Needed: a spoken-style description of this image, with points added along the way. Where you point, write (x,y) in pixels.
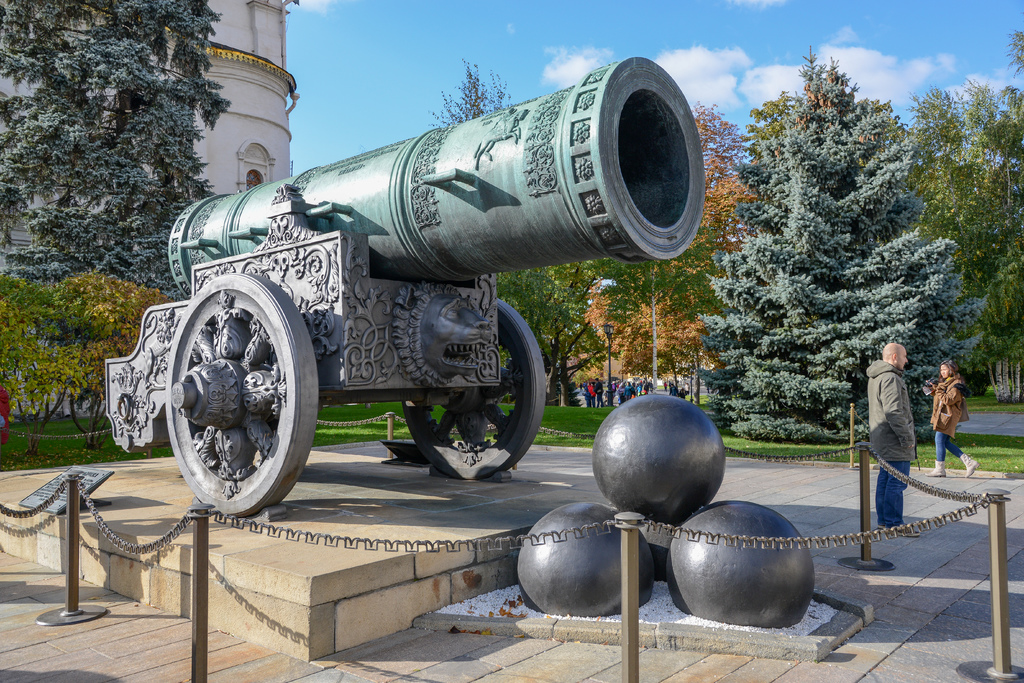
In the image we can see there is a war equipment (450,218) kept on the platform (455,510), there are four ball structure stones (553,590) kept on the ground (663,632) and there is chain fencing (868,558) around it. There are people (881,409) standing on the ground (979,443) and there are trees (139,209). There is a building (281,131) at the back (281,131). Behind there are people (636,386) standing on the ground (570,426) and the ground (570,426) is covered with grass (567,429). There is a sky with clouds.
